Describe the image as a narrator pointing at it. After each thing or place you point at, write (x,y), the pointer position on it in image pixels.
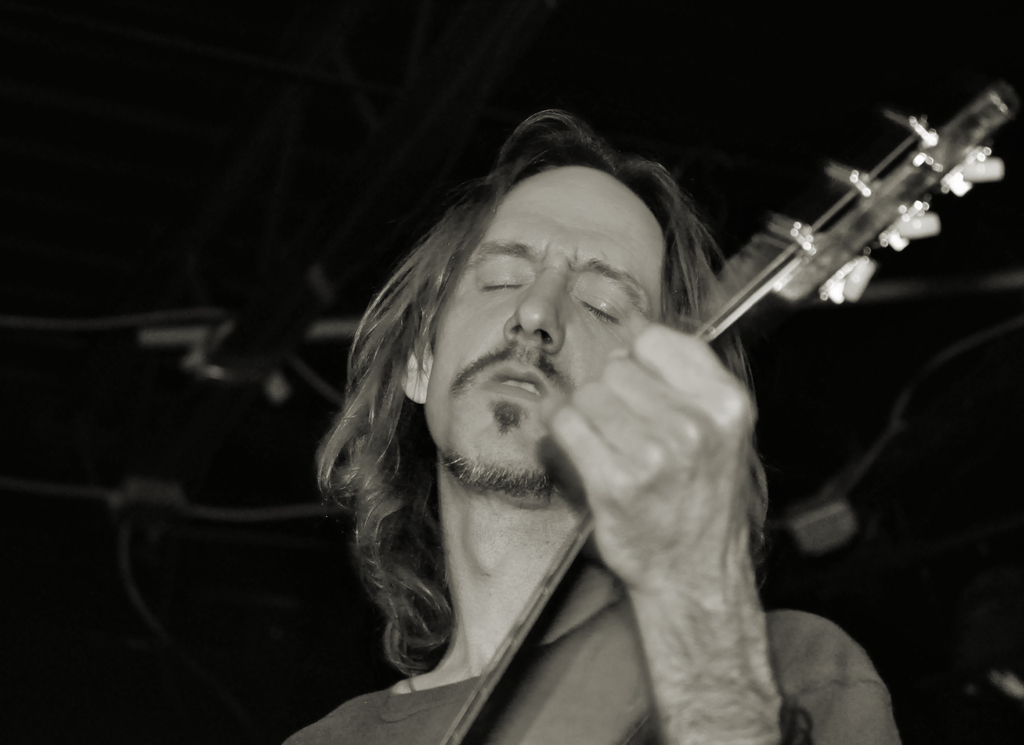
In this image a man (628,197) with a long hair (394,640), holding a guitar (807,292) in his hand (654,610) and standing. This man (411,563) is standing in the middle of the image (512,258).
